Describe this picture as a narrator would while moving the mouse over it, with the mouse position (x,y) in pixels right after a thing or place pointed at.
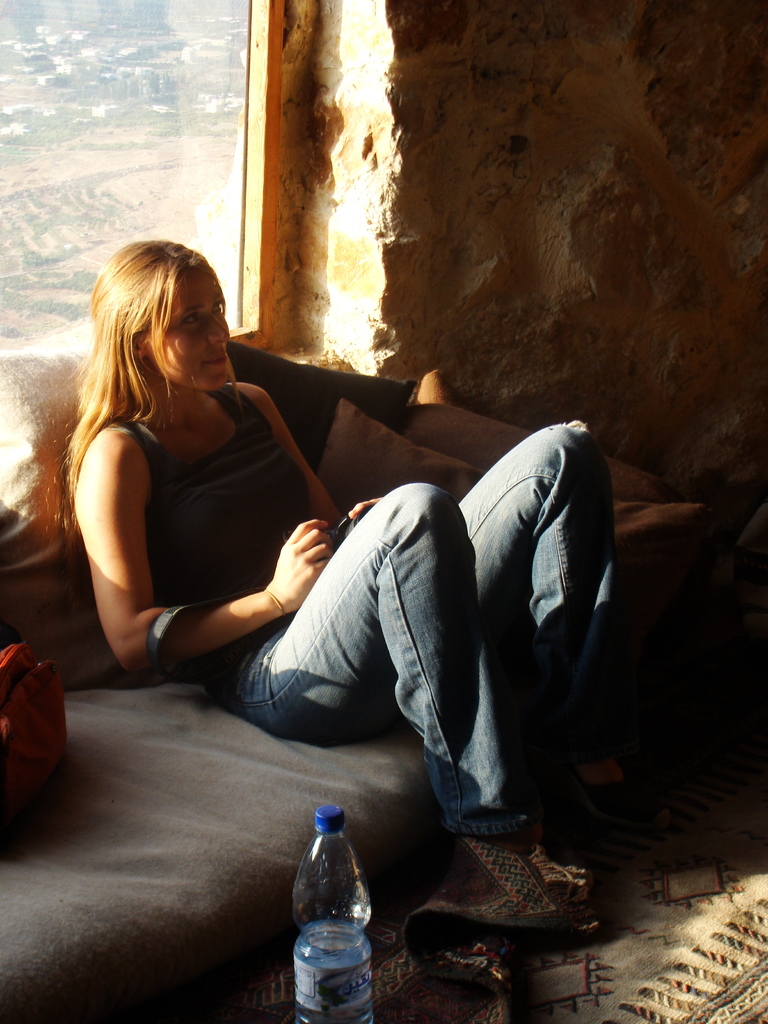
In this image i can see a woman (296,487) wearing a jeans (369,635) sitting on a couch (47,617). I can see a water bottle (318,997). In the background (168,107) i can see a window (149,106) through which i can see city (146,65) and a wall (499,233).
